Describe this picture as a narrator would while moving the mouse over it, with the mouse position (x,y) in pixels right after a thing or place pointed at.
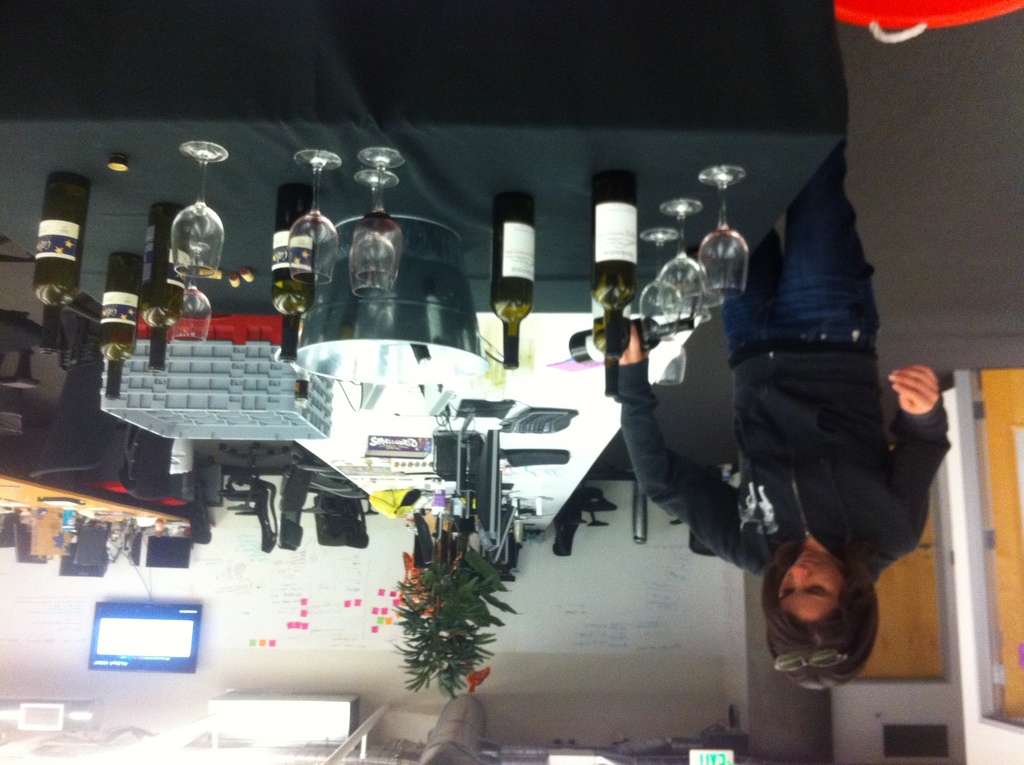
In this picture we can see a woman (757,401) standing and holding bottle (579,345), side we can see the table (675,160) in which we can see some bottles (509,257), glasses (686,299), potted plant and few objects (386,323) are placed on the table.
